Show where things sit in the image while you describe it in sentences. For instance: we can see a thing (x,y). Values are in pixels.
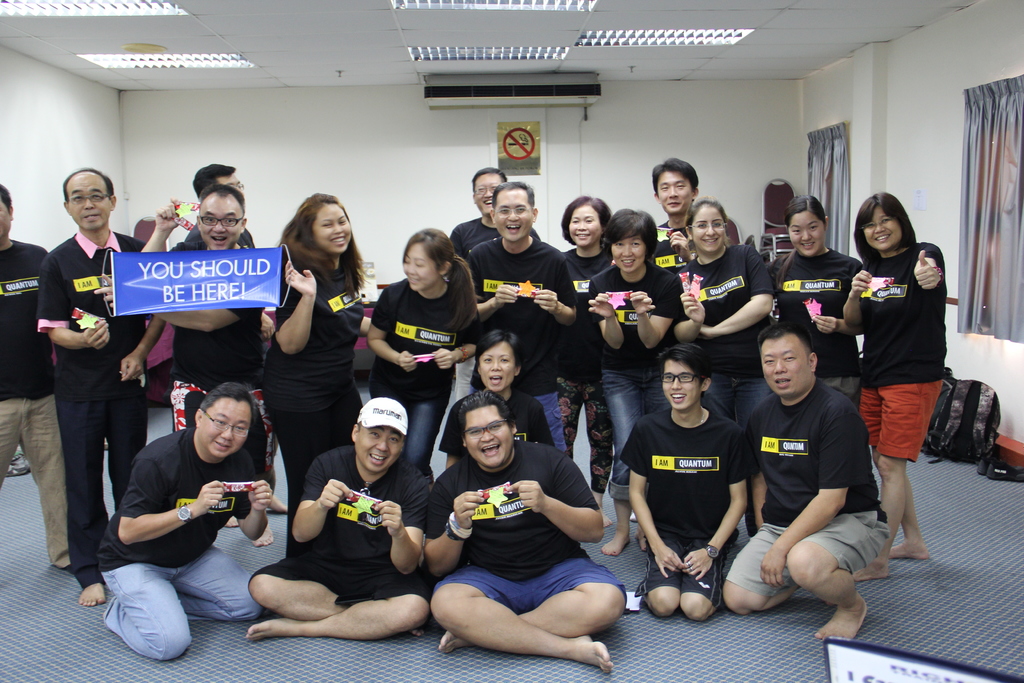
In the middle of the image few people (210,203) are standing, sitting and holding some papers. Behind them we can see a wall (375,200), on the wall (895,100) we can see curtains (1023,200) and sign board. At the top of the image (861,15) we can see ceiling (12,30) and lights (49,5).
